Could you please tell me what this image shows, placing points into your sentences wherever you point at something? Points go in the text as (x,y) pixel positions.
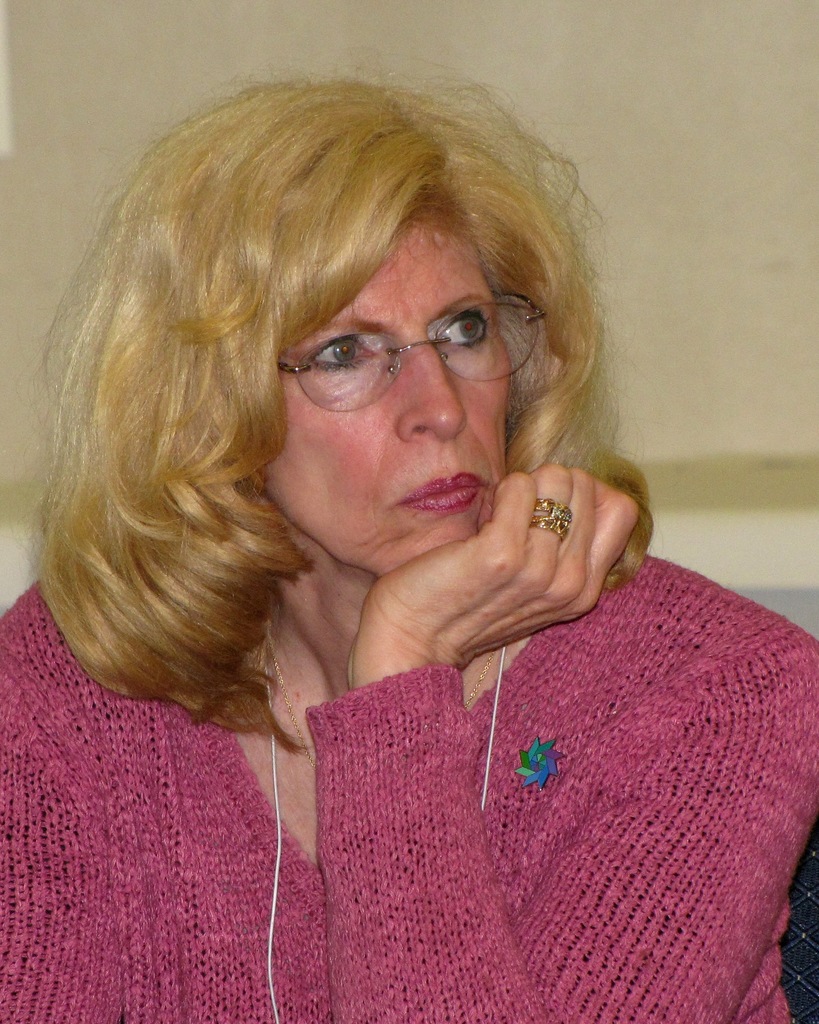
In this image in the center (288,406) there is one woman (449,764), and in the background (423,60) there is a wall (712,295).
